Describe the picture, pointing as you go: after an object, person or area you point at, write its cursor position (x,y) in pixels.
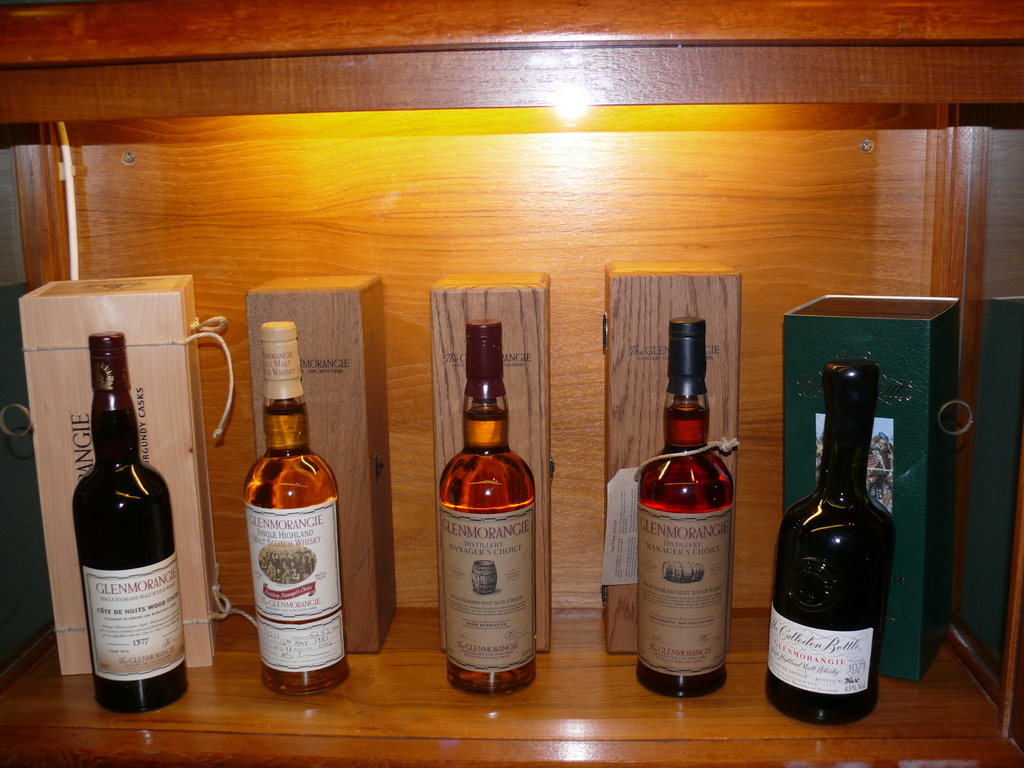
These bottles (520,496) are highlighted in this picture. Backside of these bottles (699,557) there are boxes (891,418). On this bottles (811,584) there are stickers (121,621).
